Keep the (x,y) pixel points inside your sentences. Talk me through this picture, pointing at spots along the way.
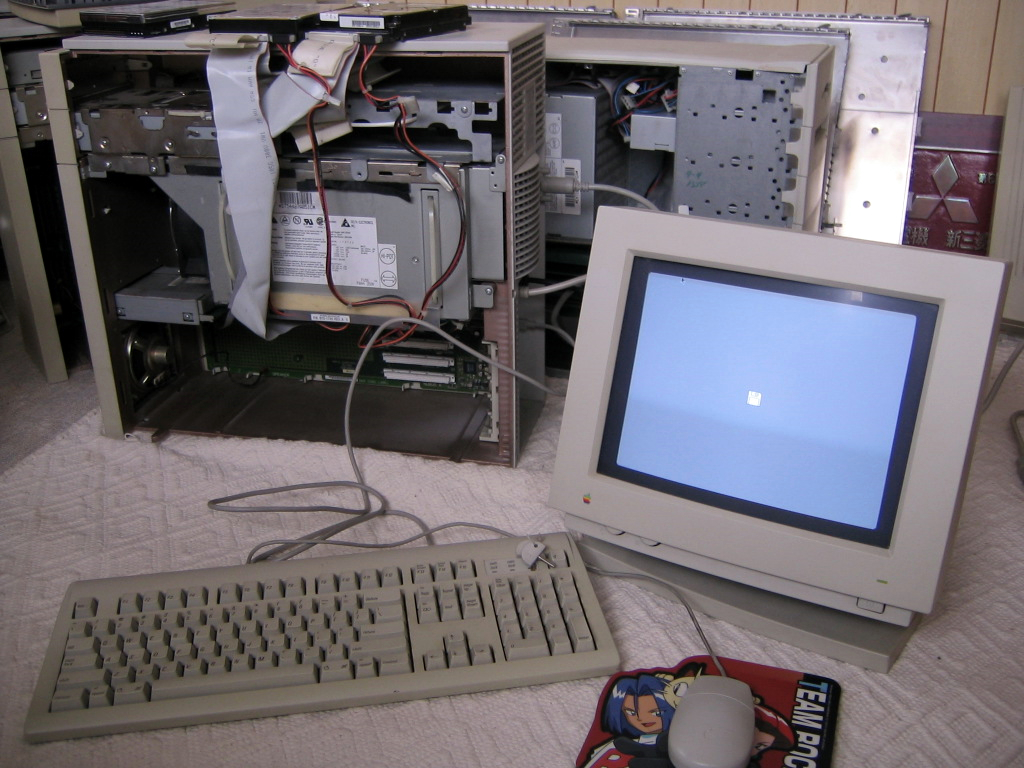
In this image I see a monitor (693,442) over here and I see a keyboard (527,618), a mouse (728,761) and few CPUs (435,121) and I see the wires (217,132) and I see the mouse pad (646,767) on which there are cartoon characters (657,727) and I see something is written and I see the blue screen (721,367) on the monitor (753,404).
